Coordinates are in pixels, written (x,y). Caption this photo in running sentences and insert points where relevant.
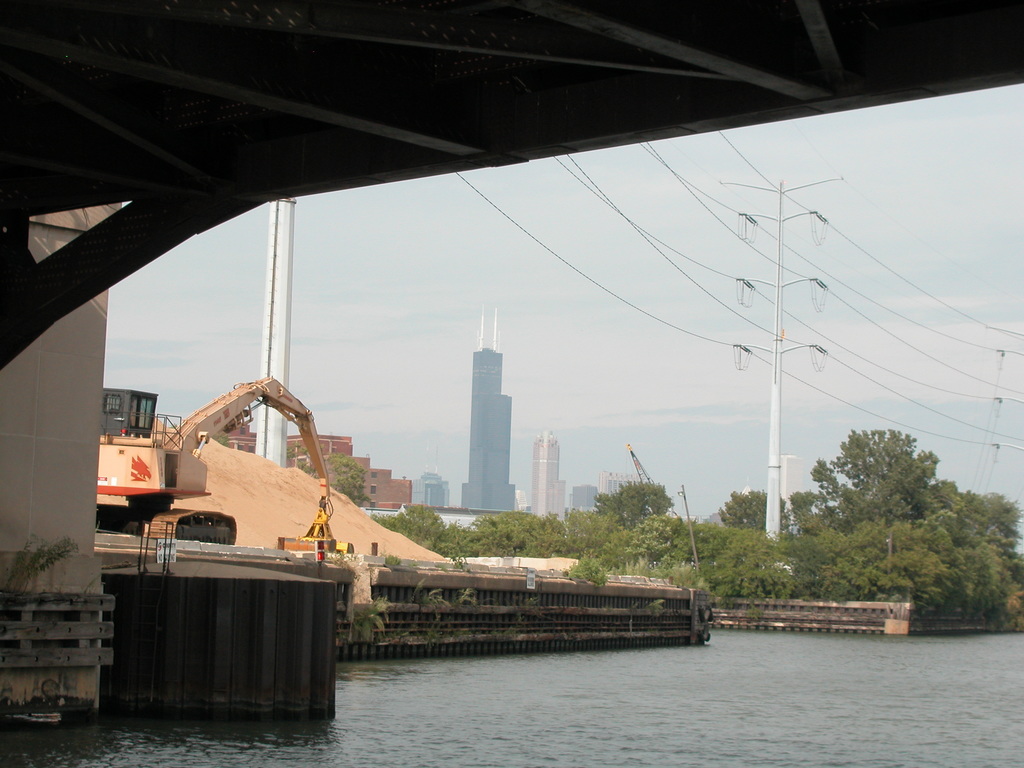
In this image there is water (520,702) at the bottom (510,737). On the left side (291,173) there is a bridge (349,117) above the water (521,737). On the right side (771,420) there are electric poles (779,326) to which there are wires (785,243). In the background (499,377) there are buildings (490,424) and trees (863,519). On the left side (119,431) there is a crane (323,491) working near the sand (294,490).
